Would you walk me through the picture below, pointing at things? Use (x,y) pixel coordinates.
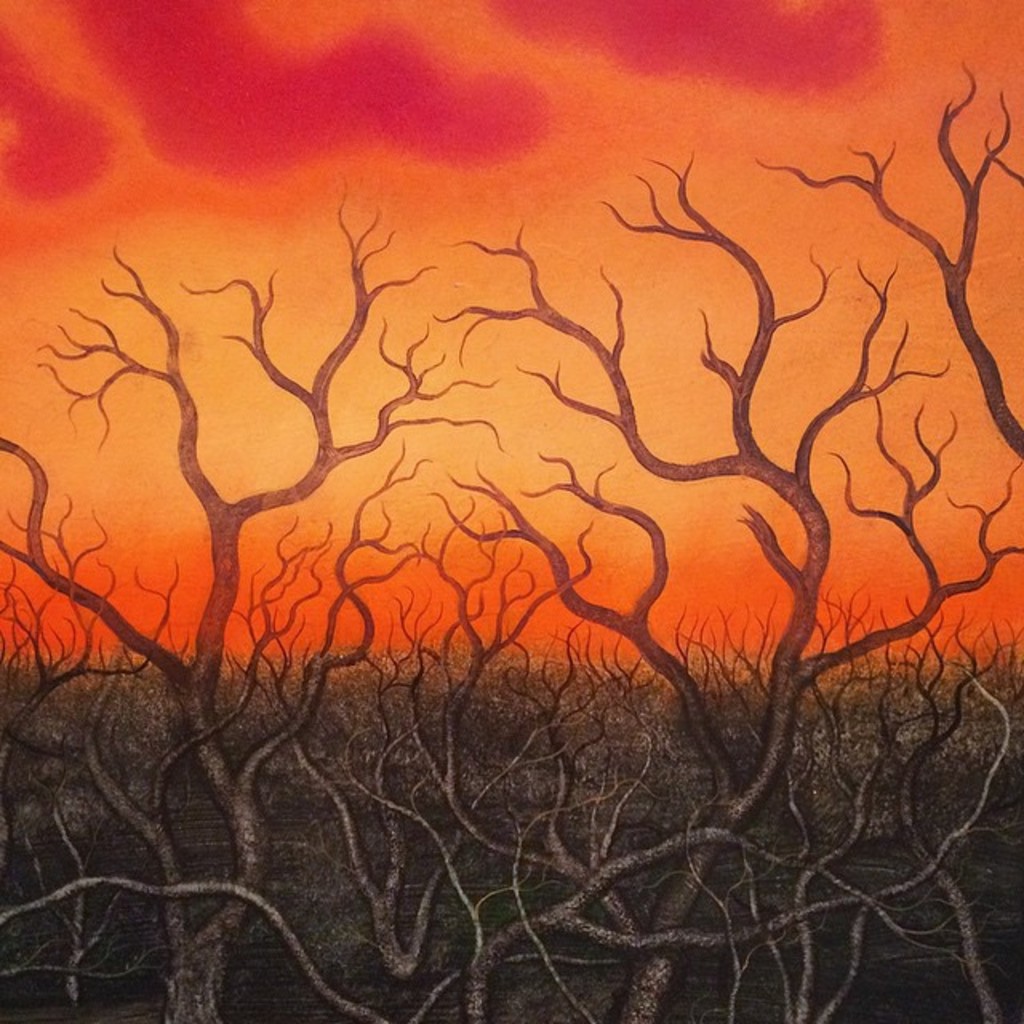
In this image we can see paintings (602,465) of roots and branches (557,458). In the background of the painting (785,590) it is in orange and pink shade.
